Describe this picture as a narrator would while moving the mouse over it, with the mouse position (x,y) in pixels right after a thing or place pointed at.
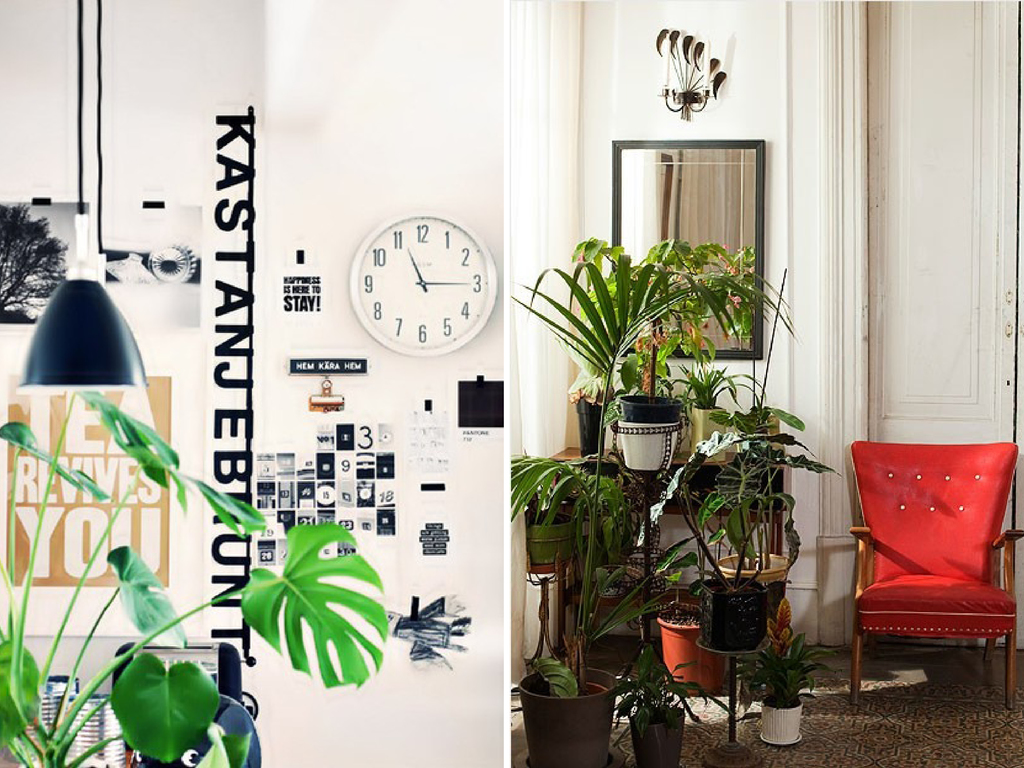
In this picture at the right side (951,572) there is a sofa (945,564) which is red in colour. In the center (632,449) there are plants (711,438) and wall clock (460,345) attached to the wall (409,422). At the left side (292,569) leaves (153,695) of the plant (142,643) is visible. In the background (728,178) mirror (757,184) is hanged on the wall (770,189) and a white colour door (941,202).
